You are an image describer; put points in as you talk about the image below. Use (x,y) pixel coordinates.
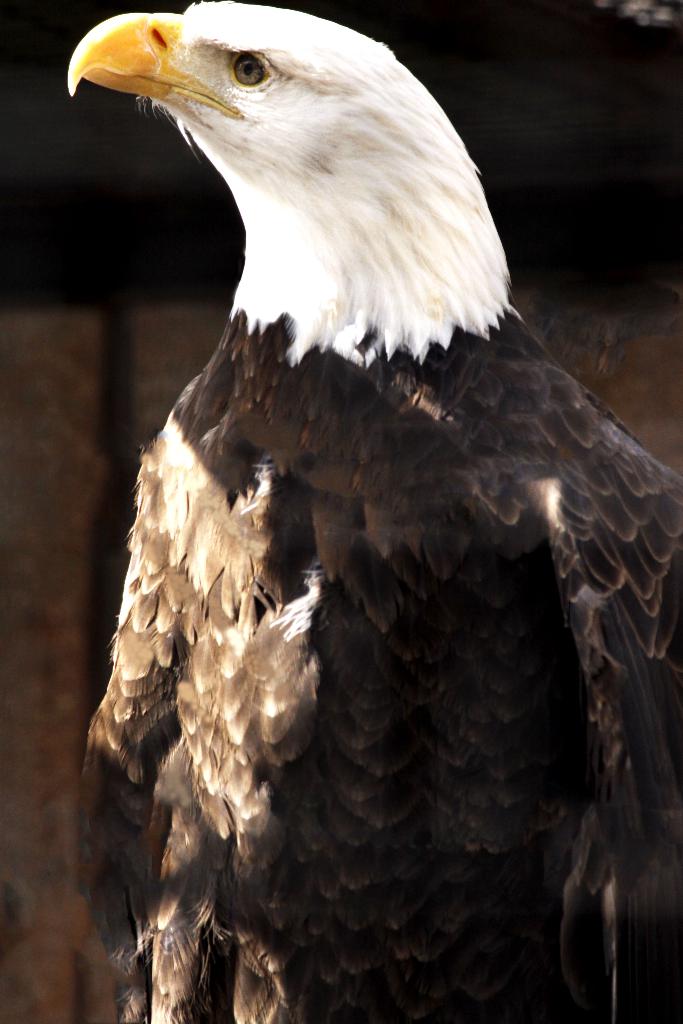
In the center of the image (323,514) we can see an eagle (497,610), which is in a black and white color. And we can see the dark background (26,532).
